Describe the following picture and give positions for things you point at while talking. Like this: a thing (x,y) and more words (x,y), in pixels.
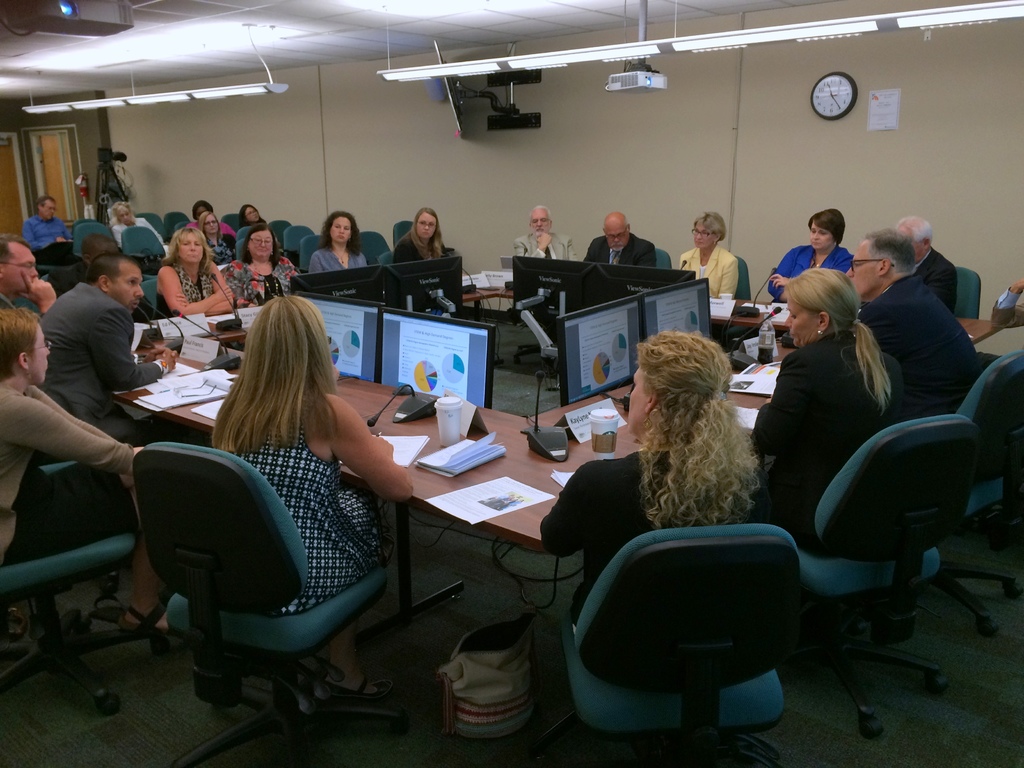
There is a crowd (219,234) sitting on table (742,393) with monitors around them. behind them there is a clock (841,96) on wall (286,211).
